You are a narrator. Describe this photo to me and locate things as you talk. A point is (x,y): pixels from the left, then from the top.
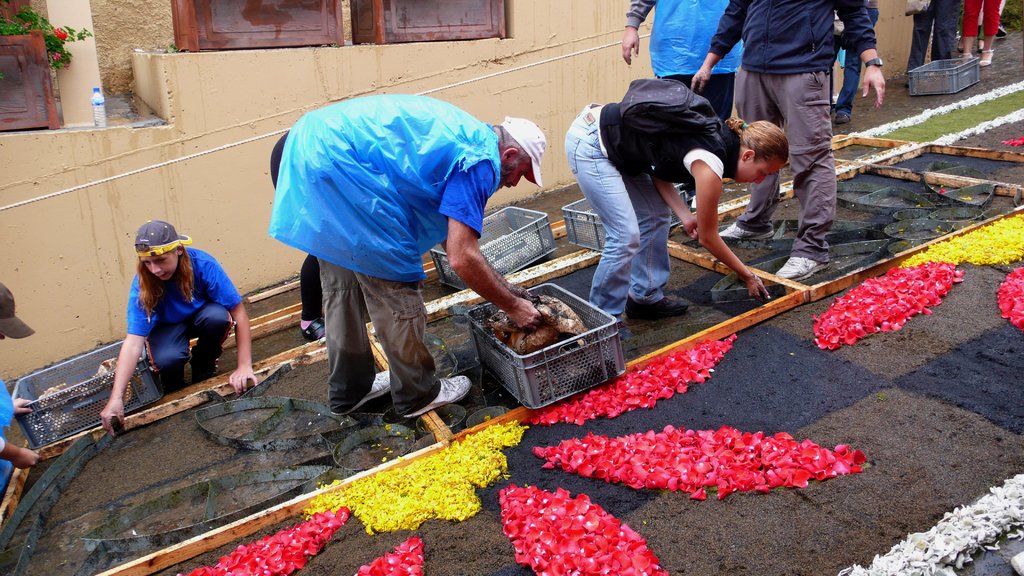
In the foreground (673,421) we can see the flowers (966,245) on the carpet (767,509). Here we can see a few people (718,6). Here we can see the plastic baskets (550,237). Here we can see a man (444,391) picking up something from the plastic basket (603,366). Here we can see a woman (747,267) adjusting the metal sheet (720,293). Here we can see a bag (684,128) on her back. Here we can see the bottle (98,118) on the side of the wall (127,117) and it is on the top left side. Here we can see the rope (165,165).
